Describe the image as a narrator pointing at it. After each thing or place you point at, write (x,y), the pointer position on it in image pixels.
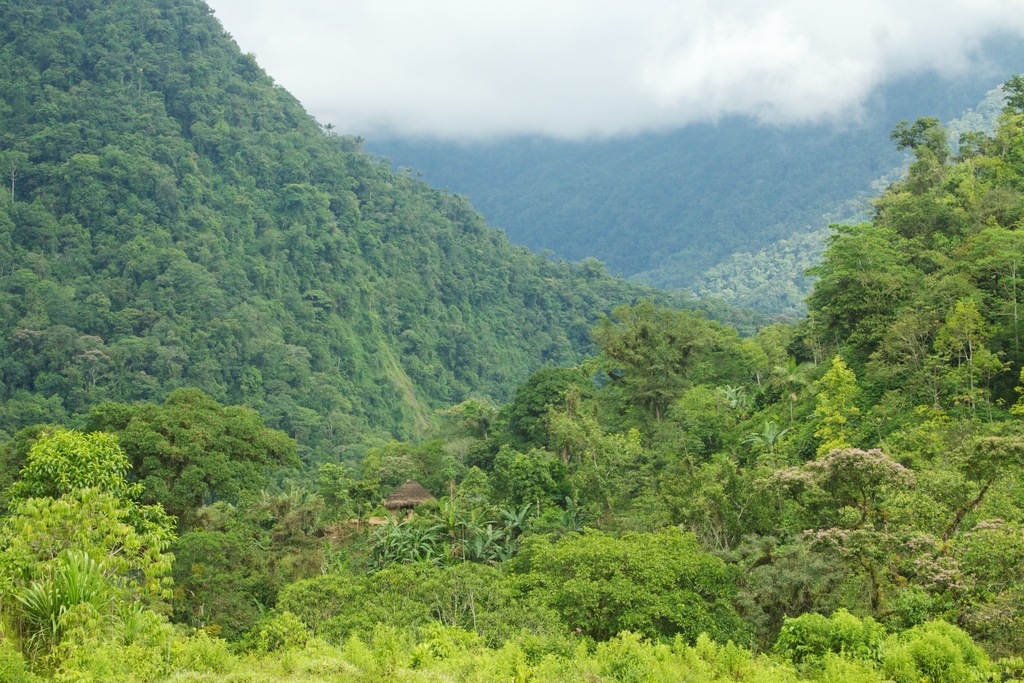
In the center of the image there is a hut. There are trees (597,273), mountains (614,206) and sky (602,56).
